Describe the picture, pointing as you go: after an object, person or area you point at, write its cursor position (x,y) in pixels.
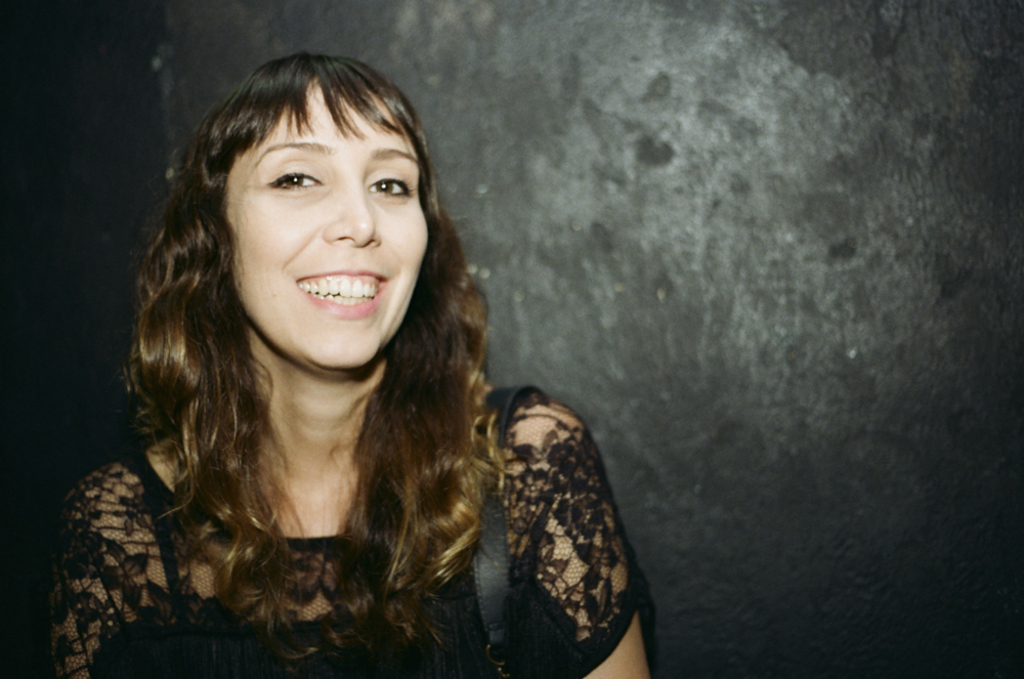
In this picture, we can see a lady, and we can see the wall (679,142) in the background (642,165).
